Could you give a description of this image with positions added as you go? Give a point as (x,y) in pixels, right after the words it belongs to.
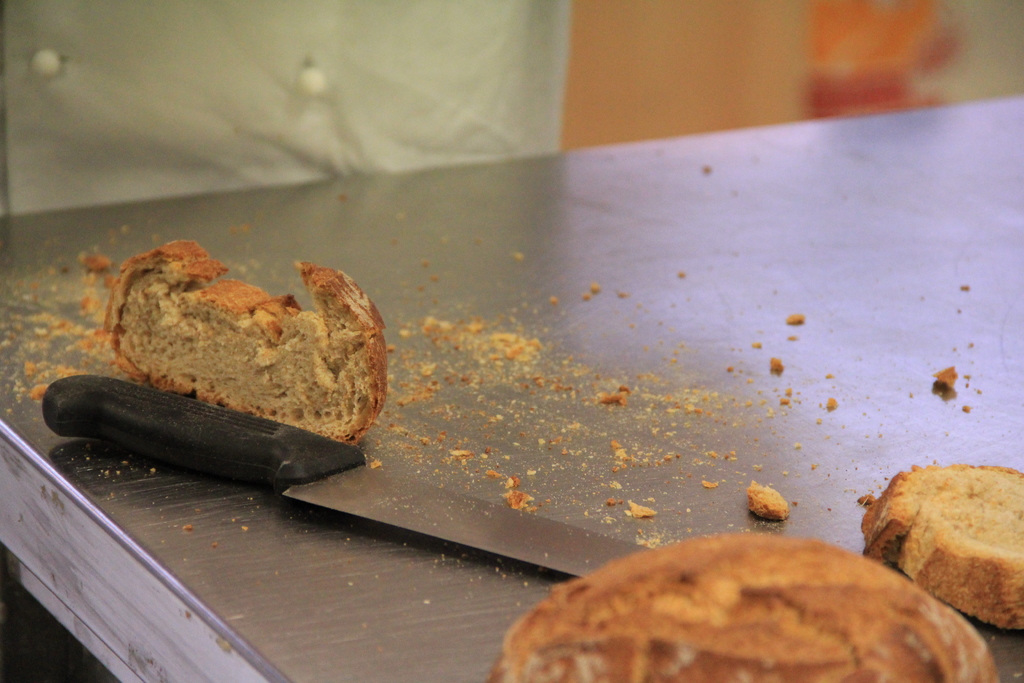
In the center of the image (557,447) there is a table (597,464) and we can see breads (607,597) and a knife (343,464) placed on the table (566,395). In the background (353,129) we can see a cloth (383,109) and a wall (660,81).
